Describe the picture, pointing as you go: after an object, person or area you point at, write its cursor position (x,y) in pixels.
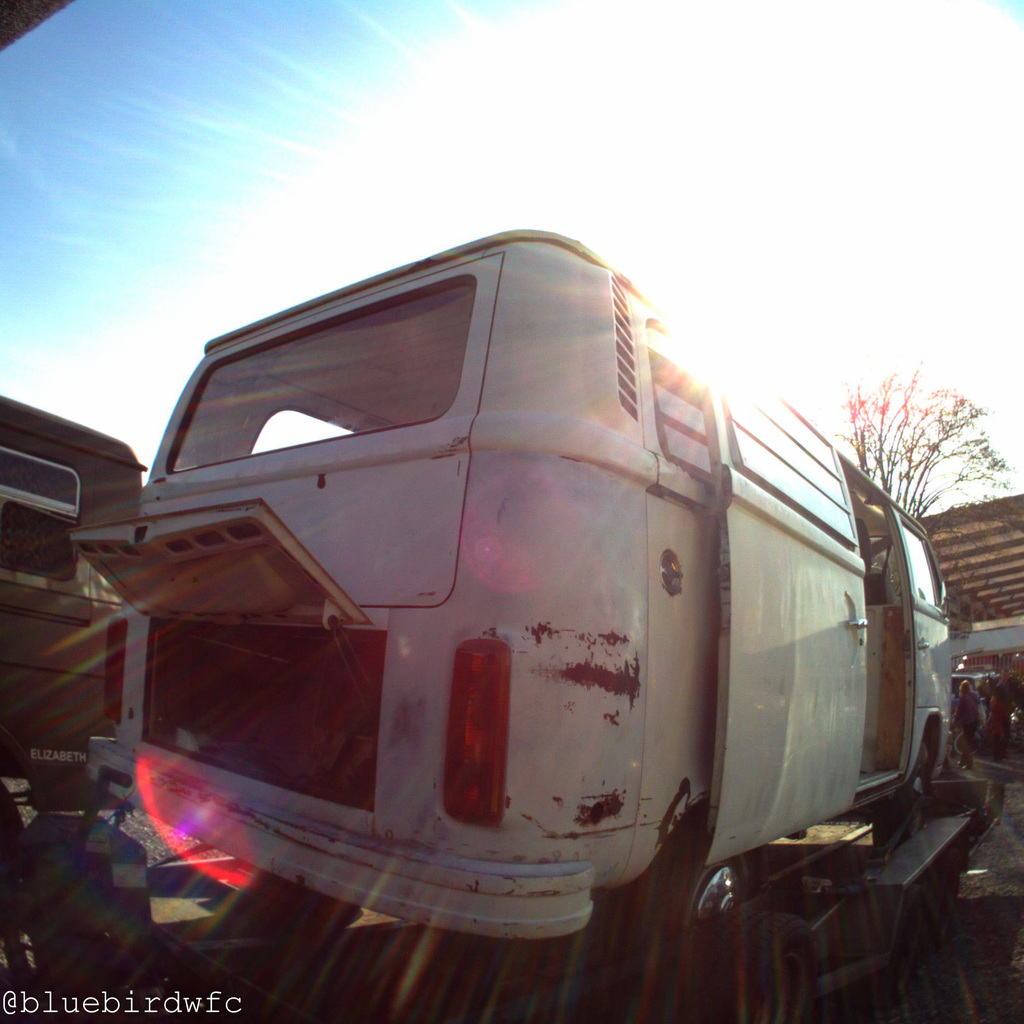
In this image I can see in the middle (522,390), there is a vehicle (668,677) in white color. On the right side (958,424) there is a tree (987,467), in the left hand side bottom there is the water mark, at the top (602,20) it is the sky (624,23).
